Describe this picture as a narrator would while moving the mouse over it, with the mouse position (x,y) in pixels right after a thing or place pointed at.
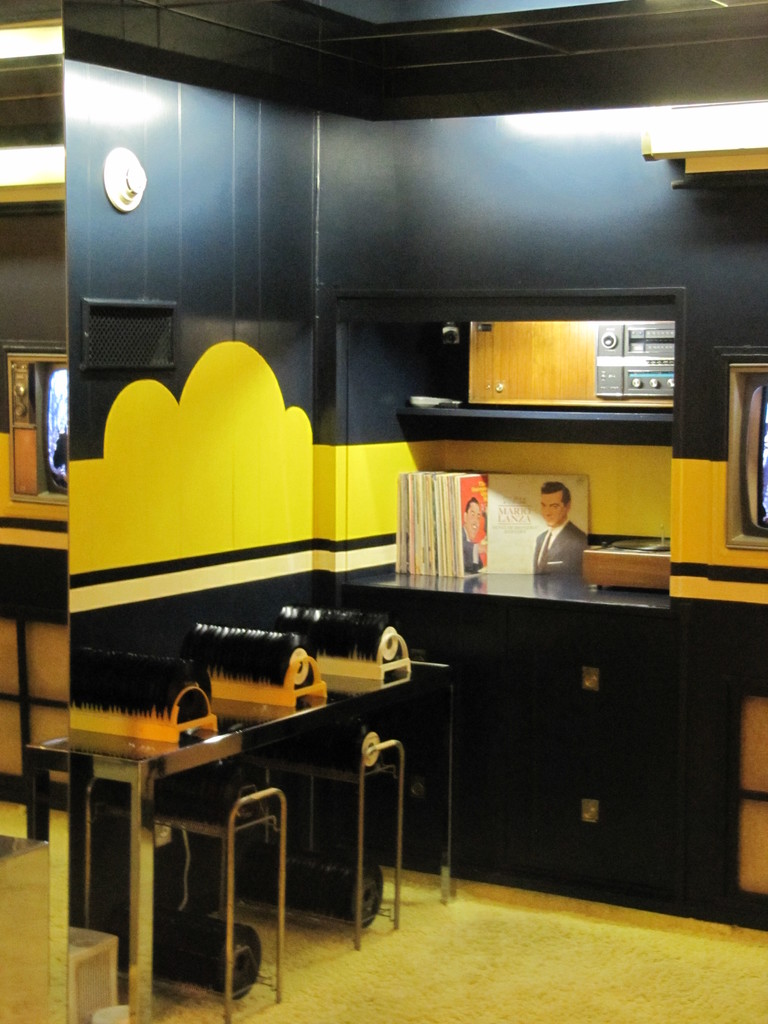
In this image I see a table (368,684) on which there are few things (226,714) and I see the wall (153,245) which is of white, yellow and black in color and I see few books (469,571) over here and I can also see the lights (751,160) and I see the floor (558,1016).
